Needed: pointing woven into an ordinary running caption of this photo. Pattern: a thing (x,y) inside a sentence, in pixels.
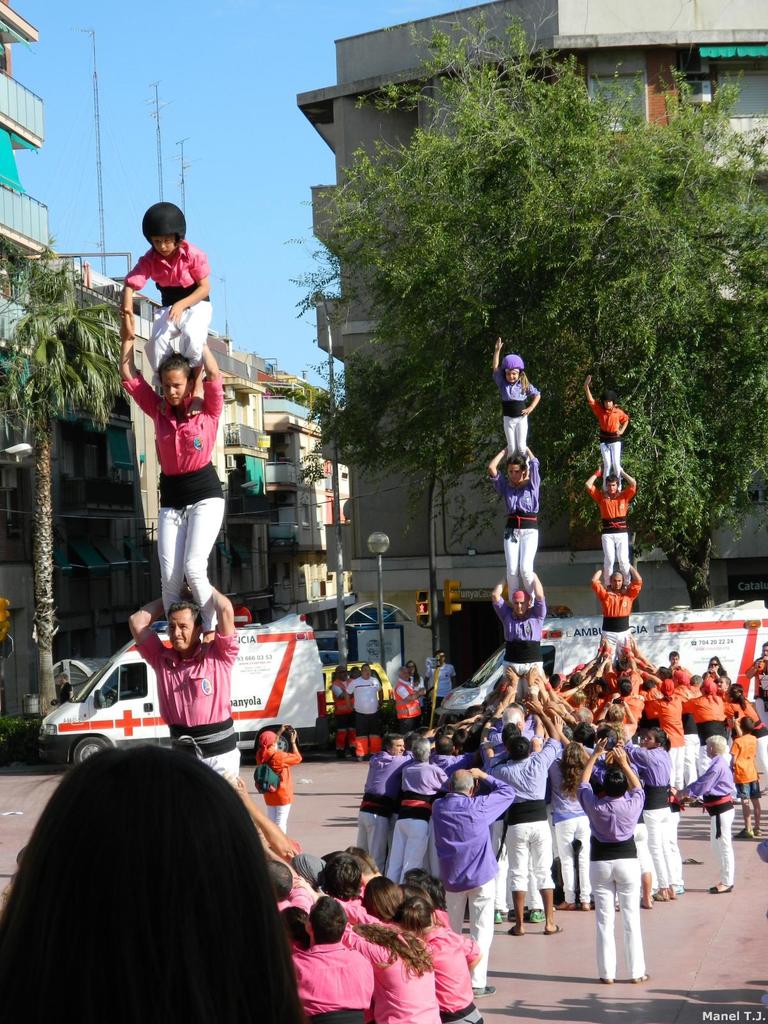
In this picture, there are people (561,707) wearing t shirts (193,698) which are different colors like purple, orange and pink. All those are wearing t shirts (297,754) are performing gymnastics. In the background (283,330), there are buildings (380,525), people (366,695), vehicles (311,631), poles (436,642), trees (527,367), sky (149,176) etc.
